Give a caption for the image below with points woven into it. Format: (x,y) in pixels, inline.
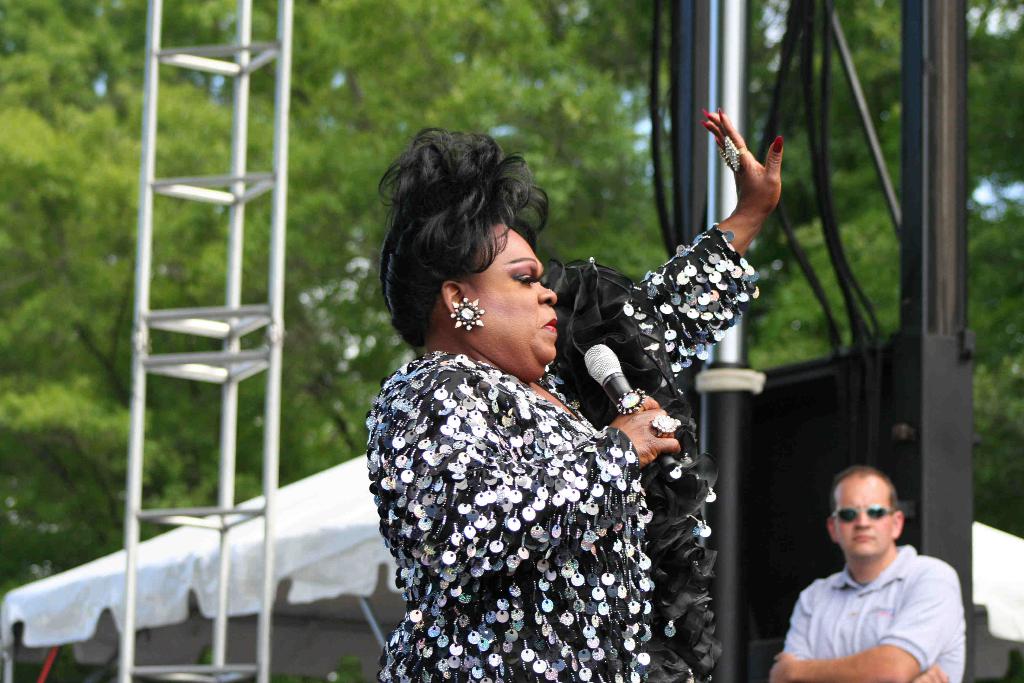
In the picture I can see a woman (602,488) is holding a microphone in the hand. In the background (831,531) I can see a man (842,610) is standing. I can also see poles (269,531), trees (177,491), wires (784,216) and some other objects (317,539). The background of the image (259,257) is blurred.
